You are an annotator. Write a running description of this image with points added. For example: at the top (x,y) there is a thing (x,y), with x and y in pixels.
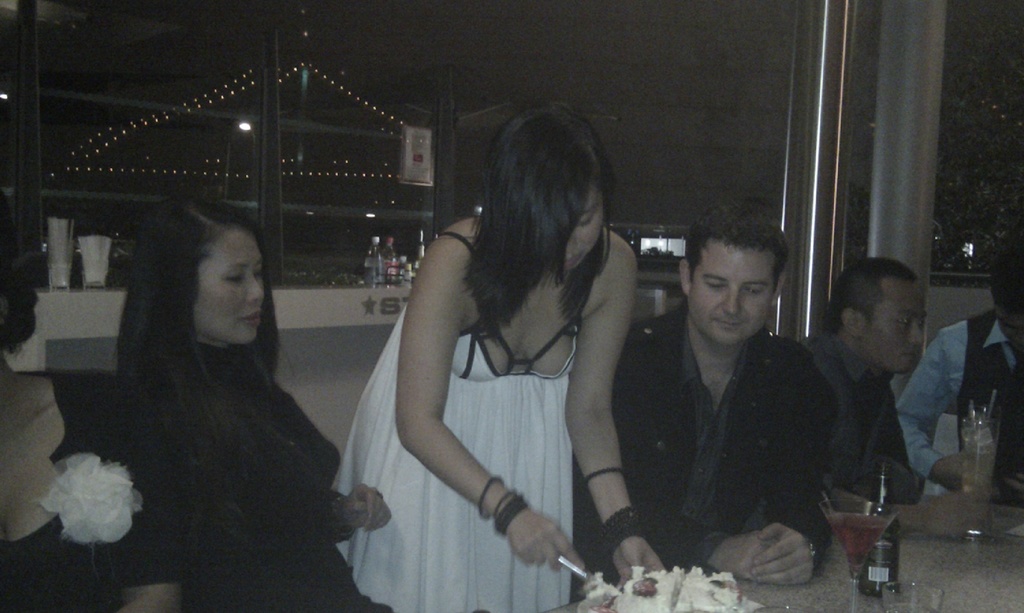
Few people (701,412) sitting and this woman (519,575) standing and holding knife (576,572). We can see bottle (874,587), glasses (869,528) and cake (697,610) on the table (1022,517). In the background (369,189) it is dark and we can see lights (236,171), bottles (399,272) and few things (396,284).
